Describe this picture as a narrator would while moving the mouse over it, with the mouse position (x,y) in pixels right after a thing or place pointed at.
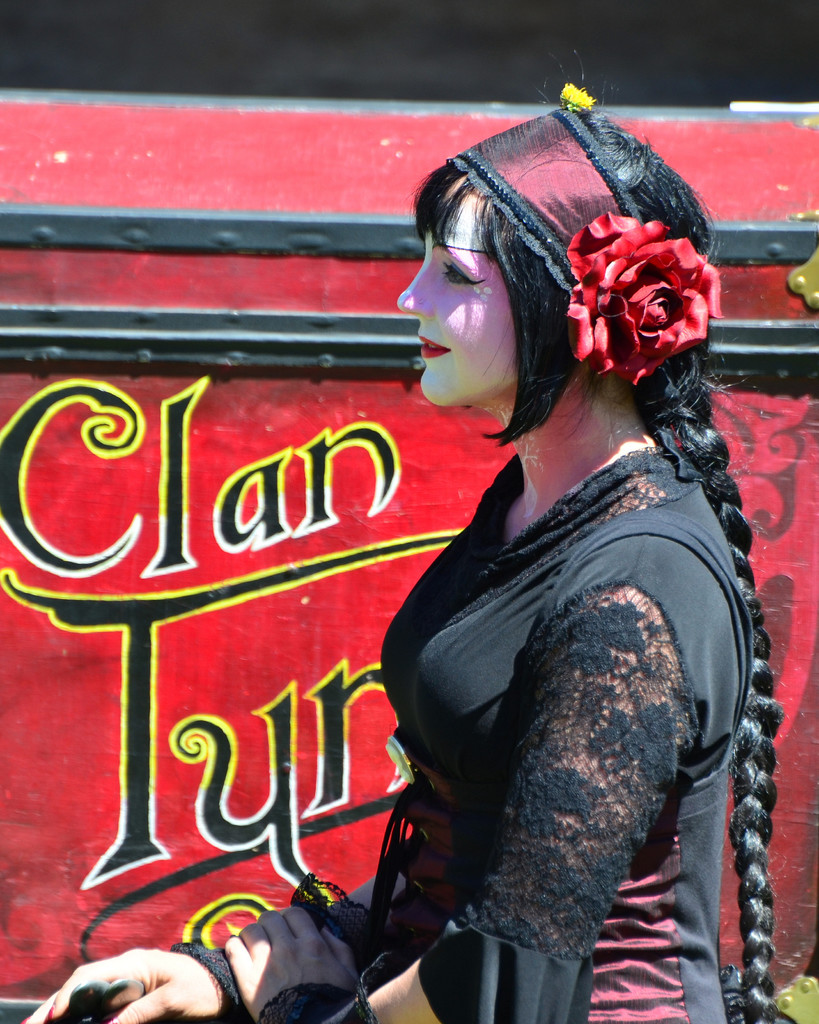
There is a lady (498,568) in the foreground area of the image (412,659), it seems like a poster (359,353) in the background (238,445).
